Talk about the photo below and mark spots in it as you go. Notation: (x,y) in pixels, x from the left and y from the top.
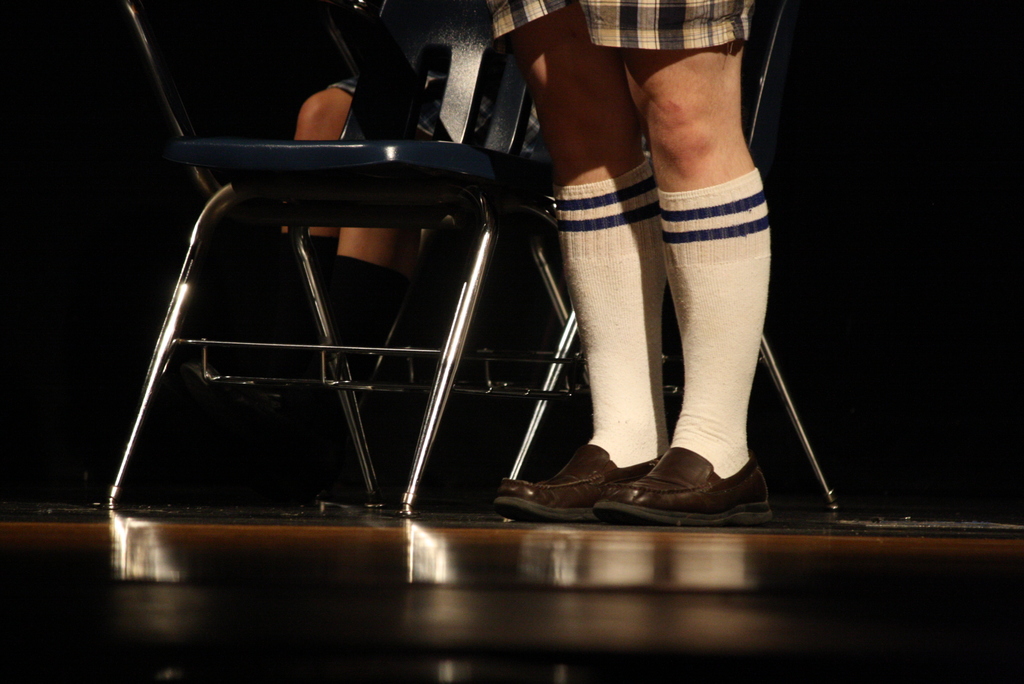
In this image there are legs (645,230) of a person (595,237), beside the legs (603,251) there is a chair (458,197), behind the chair (338,141) there are legs (334,122) of another person (394,245).
